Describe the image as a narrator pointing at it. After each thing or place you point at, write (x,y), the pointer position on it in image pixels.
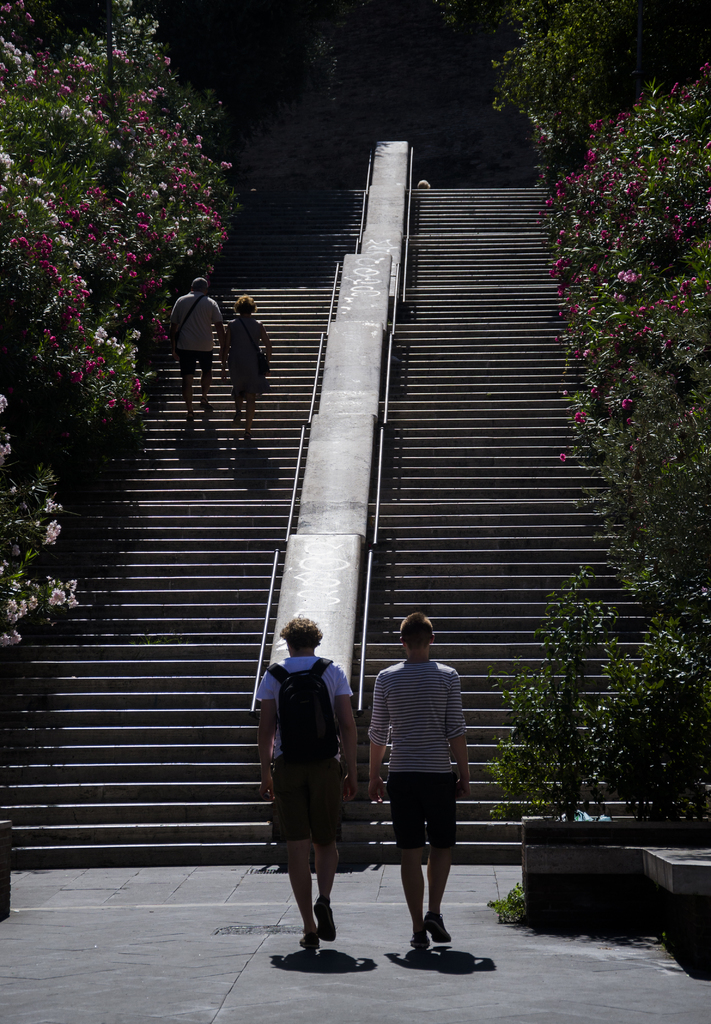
In this picture I can observe four members (204,368). Two of them are on the stairs (165,494). In the middle of the picture (255,439) I can observe stairs (183,523). On either sides of the picture I can observe trees (618,284).
